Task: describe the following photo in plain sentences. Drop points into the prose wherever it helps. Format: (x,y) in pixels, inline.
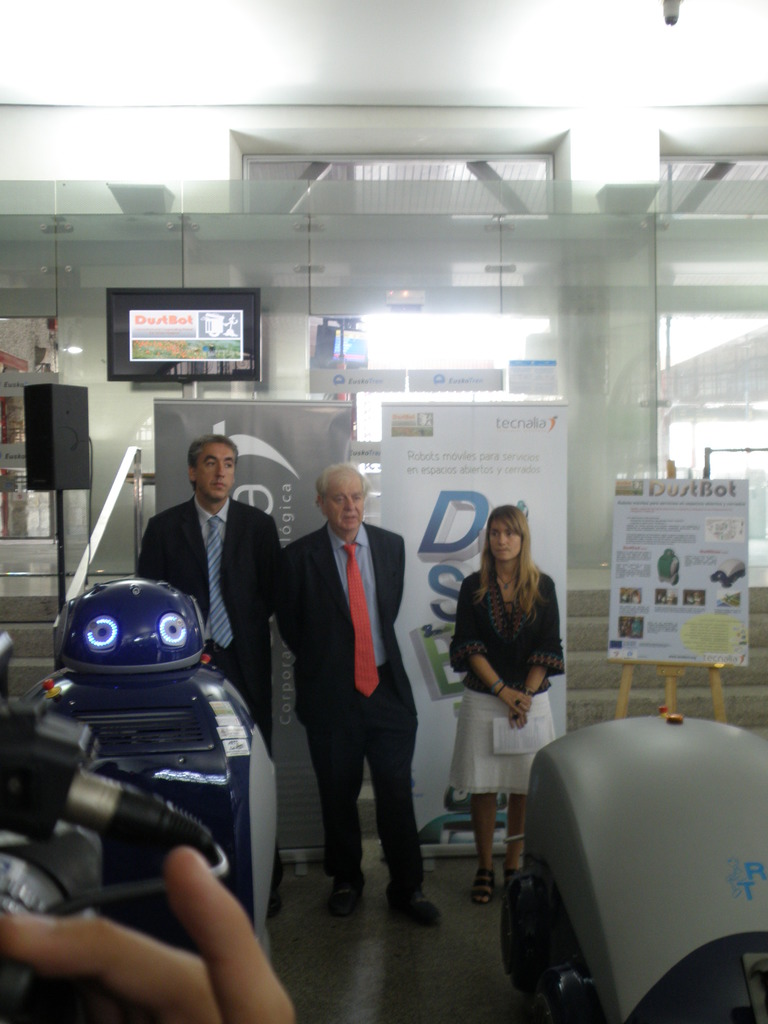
In this picture we can see two men (332,594) and a woman (481,641) are standing, on the left side (227,710) there is a robot (179,718), in the background (538,491) we can see two hoardings (338,429), a board (664,508), a screen (226,354) and a speaker (59,460), we can see some text (671,535) on this board (697,542), at the left bottom (110,989) we can see another person's hand (157,982).
